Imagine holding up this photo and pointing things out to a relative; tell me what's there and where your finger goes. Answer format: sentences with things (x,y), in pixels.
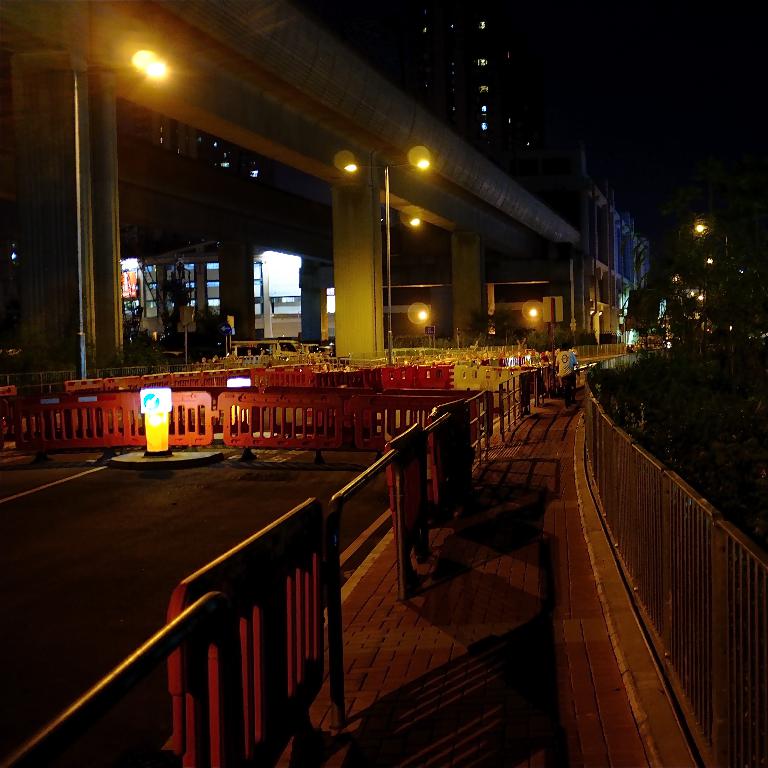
This image is taken during night time. In this image there are red color fencing slats (251,400) on the road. Image also consists of trees (677,270), buildings (608,241), lights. Bridge (298,71) is visible in this image. On the right (667,558) there is also another fence (708,562).
